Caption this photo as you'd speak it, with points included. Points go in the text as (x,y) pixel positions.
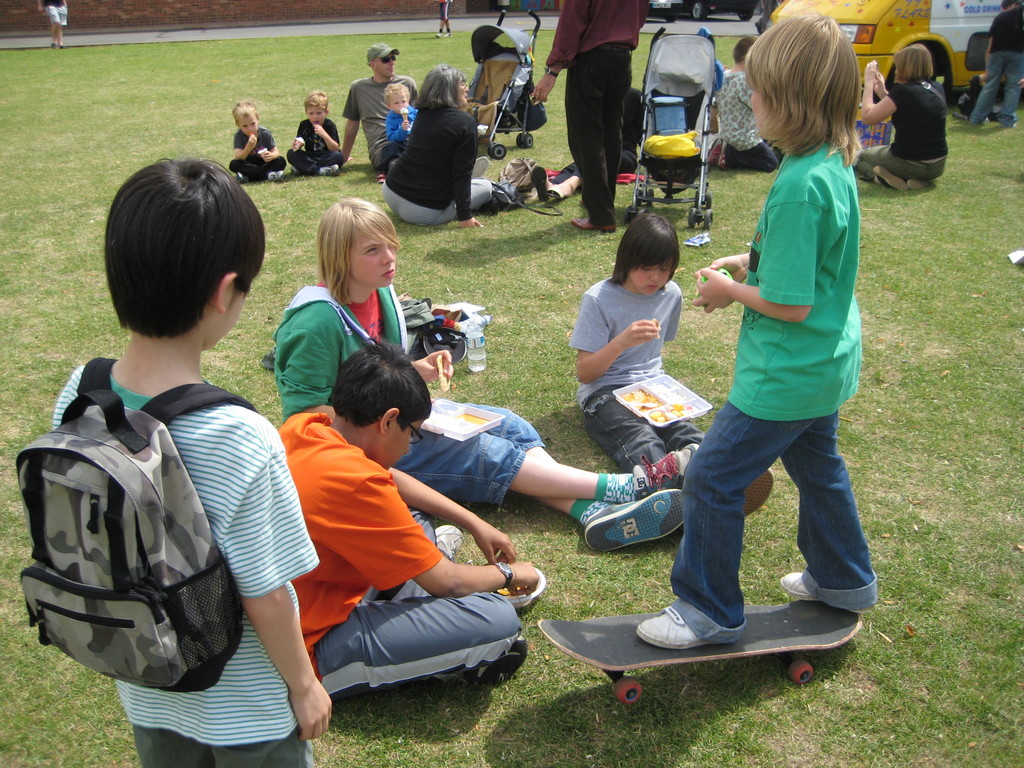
These are baby chairs (676,69). Few persons (363,306) are sitting on grass (570,407) and few persons (596,57) are standing. These two persons (468,443) are holding a plate (639,386). On this grass (492,367) there are things (456,349) and bottle (476,324). Far there is a vehicle (891,28) in yellow color. This child (800,235) is standing on a skateboard (781,635). This boy (261,577) wore bag (218,579).
